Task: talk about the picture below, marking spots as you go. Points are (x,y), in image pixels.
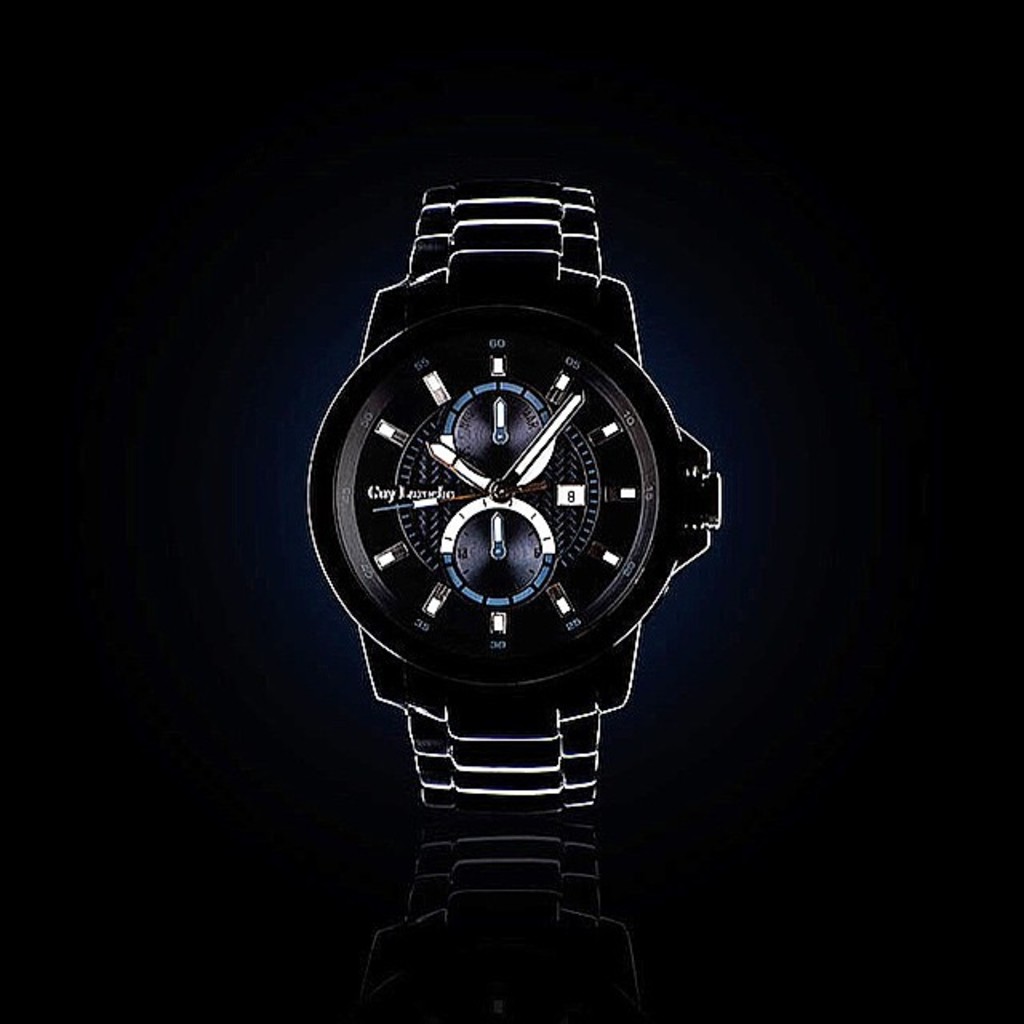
In this picture we can see a black watch (574,232) with black background (712,150).
